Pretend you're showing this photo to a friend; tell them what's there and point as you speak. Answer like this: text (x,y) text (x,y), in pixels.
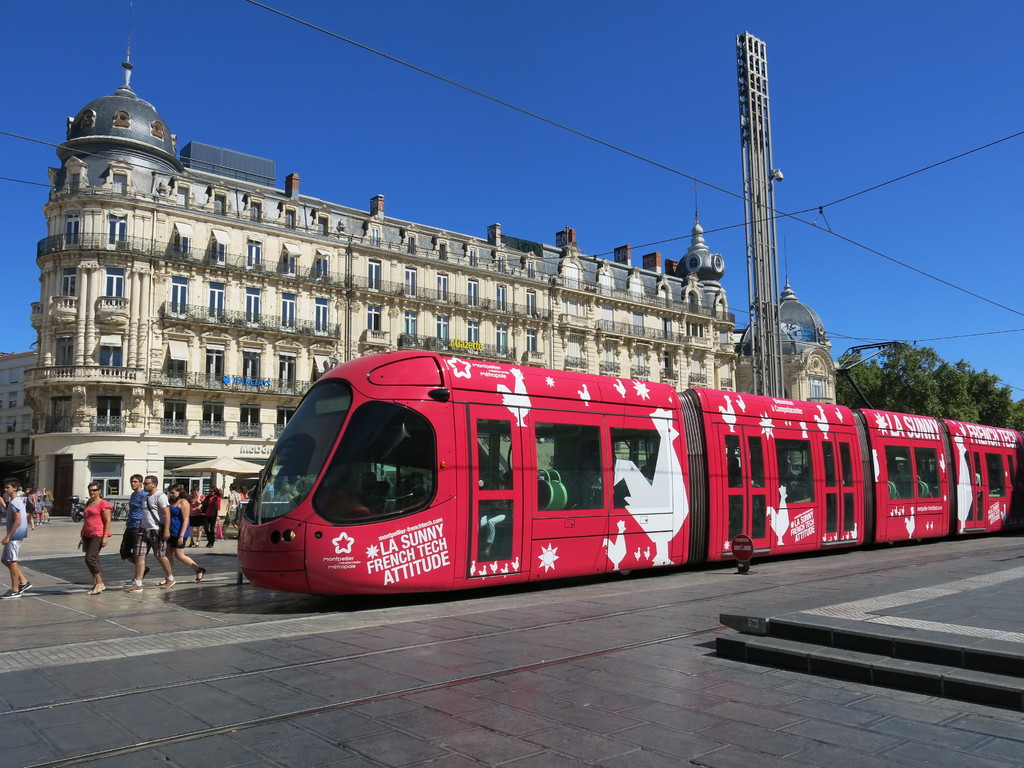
In this image, we can see a train (729,438). There is a tower (748,206) in front of the building (661,378). There are some trees (908,374) on the right side of the image (918,391). There are some people (235,507) on the left side of the image (154,526) wearing clothes (206,499). At the top of the image (492,108), we can see the sky (638,114).
